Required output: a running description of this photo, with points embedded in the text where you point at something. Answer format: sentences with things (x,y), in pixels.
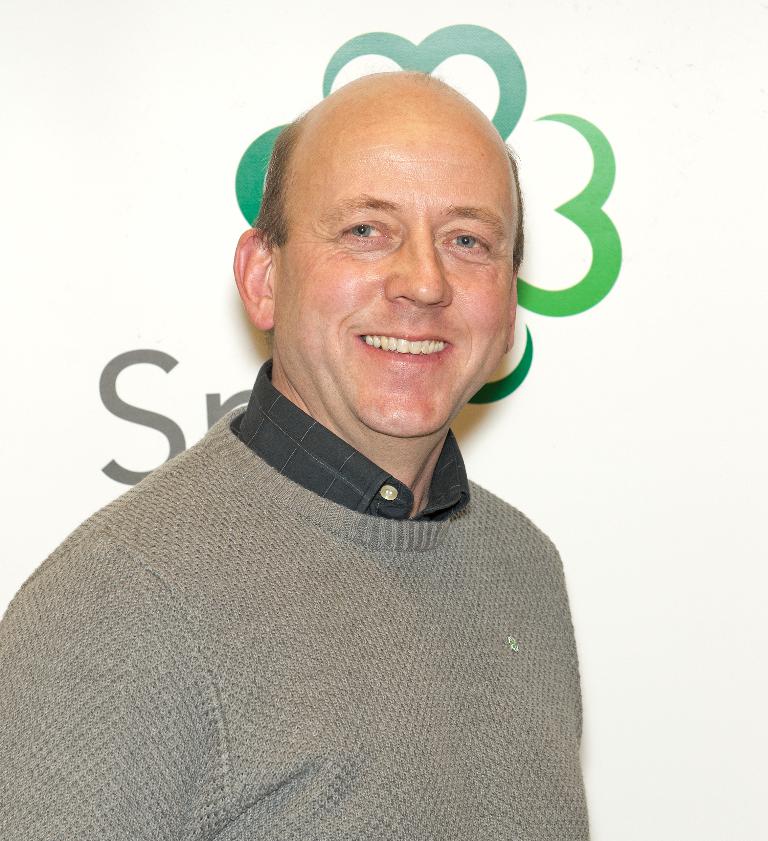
This image consists of a man (311,603) wearing gray color sweater (311,603). In the background (127,256), there is a banner (708,472).
